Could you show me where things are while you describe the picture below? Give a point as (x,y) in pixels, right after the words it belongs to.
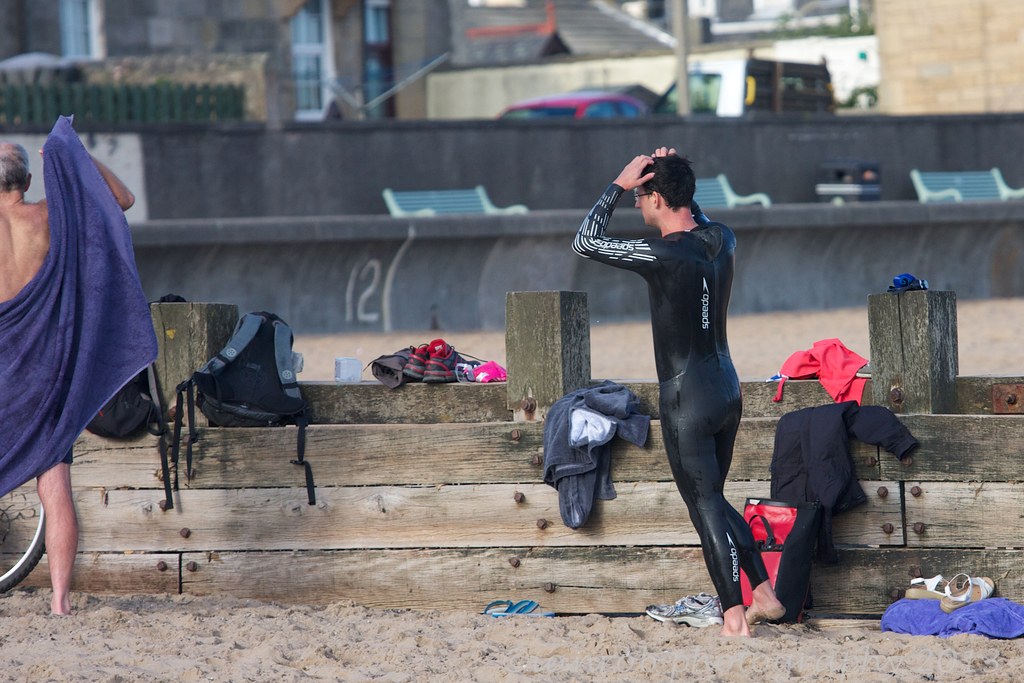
In this picture we can see a man (596,255) standing on the sand (769,344) wearing a surfing suit (637,260). Here we can see a wooden block (446,406) on which many bags (202,376), clothes (548,442), footwear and things (356,371) are kept. On the left side (20,152), we can see a person (19,150) holding a towel (68,210). In the background (426,125), we can see walls (404,165), benches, trees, poles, vehicles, fence (43,99), houses (983,34) etc.
